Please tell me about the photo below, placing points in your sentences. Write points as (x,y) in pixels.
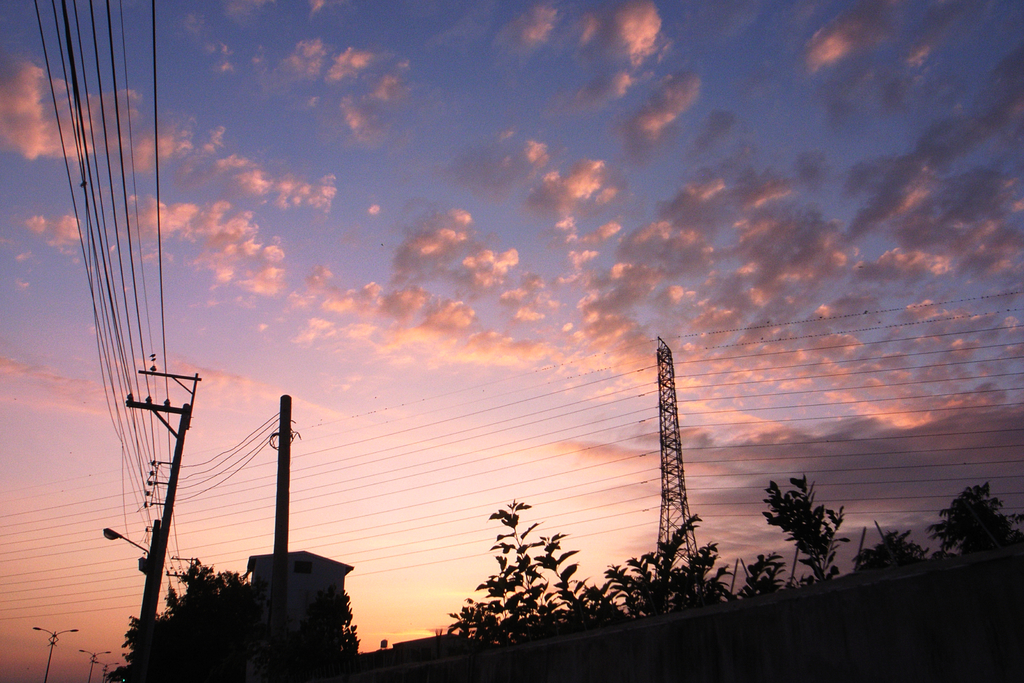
In this image, we can see poles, tower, and wires (390,490). At the bottom of the image (528,661), we can see wall (770,648), trees (206,633), pillar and street lights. Background (988,467) there is a cloudy sky (395,344).
